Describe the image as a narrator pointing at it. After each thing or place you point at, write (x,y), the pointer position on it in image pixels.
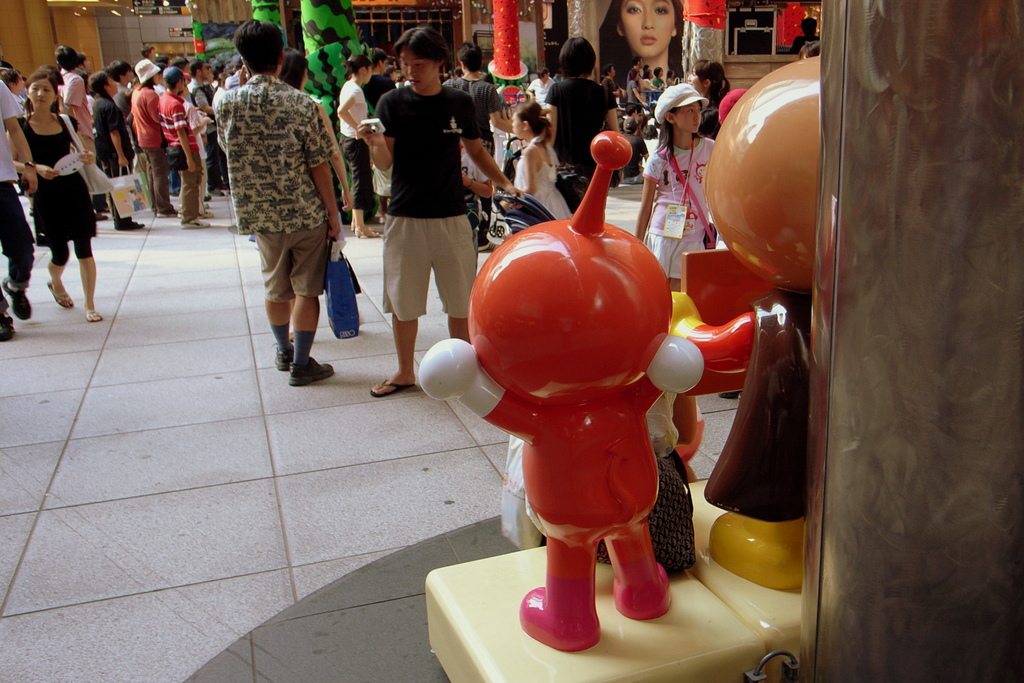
In this picture we can see people (451,122) standing on the floor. On the right side of the picture (772,357) we can see toys (610,398). In the background (667,19) we can see frame (678,27) of a woman face (656,38).
